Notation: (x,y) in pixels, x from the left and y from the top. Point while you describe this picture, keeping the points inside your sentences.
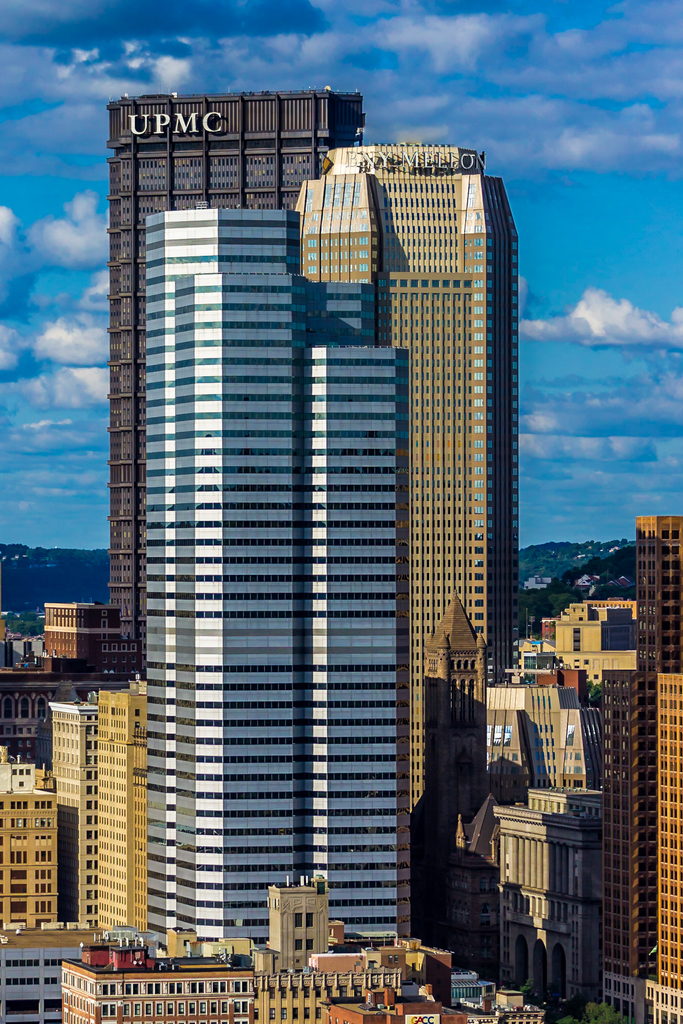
In this image I can see few buildings (230,836) in white, cream, brown and gray color. Background (63,188) the sky (666,74) is in blue and white color.
